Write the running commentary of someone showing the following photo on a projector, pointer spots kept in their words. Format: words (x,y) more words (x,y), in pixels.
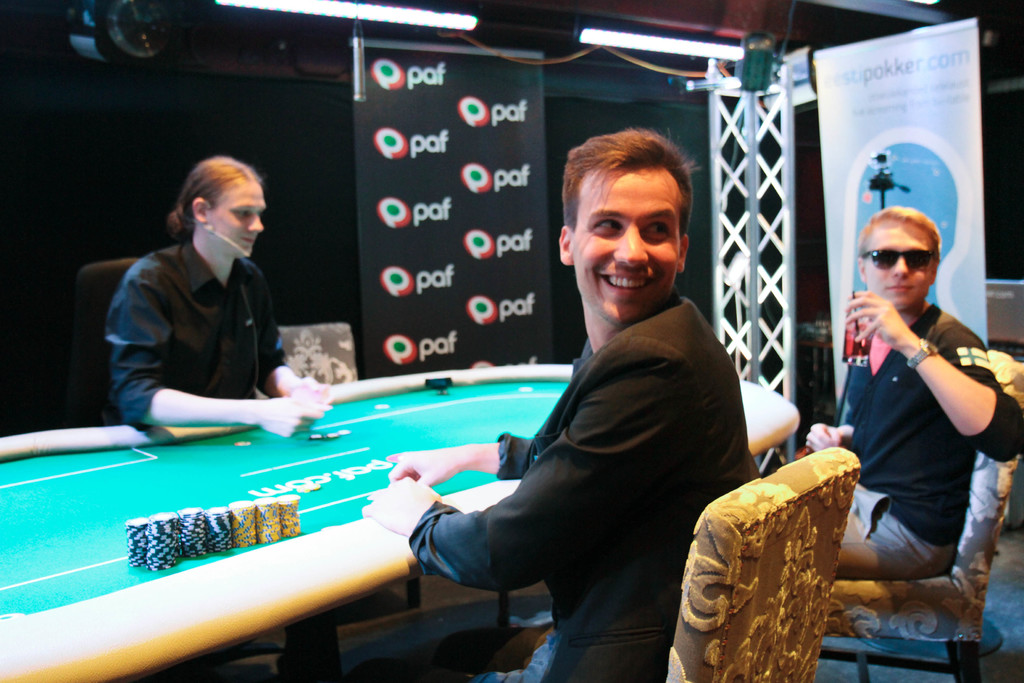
In the image few people (724,454) are sitting surrounding the table (39,629), Behind them there is a banner (862,65).
